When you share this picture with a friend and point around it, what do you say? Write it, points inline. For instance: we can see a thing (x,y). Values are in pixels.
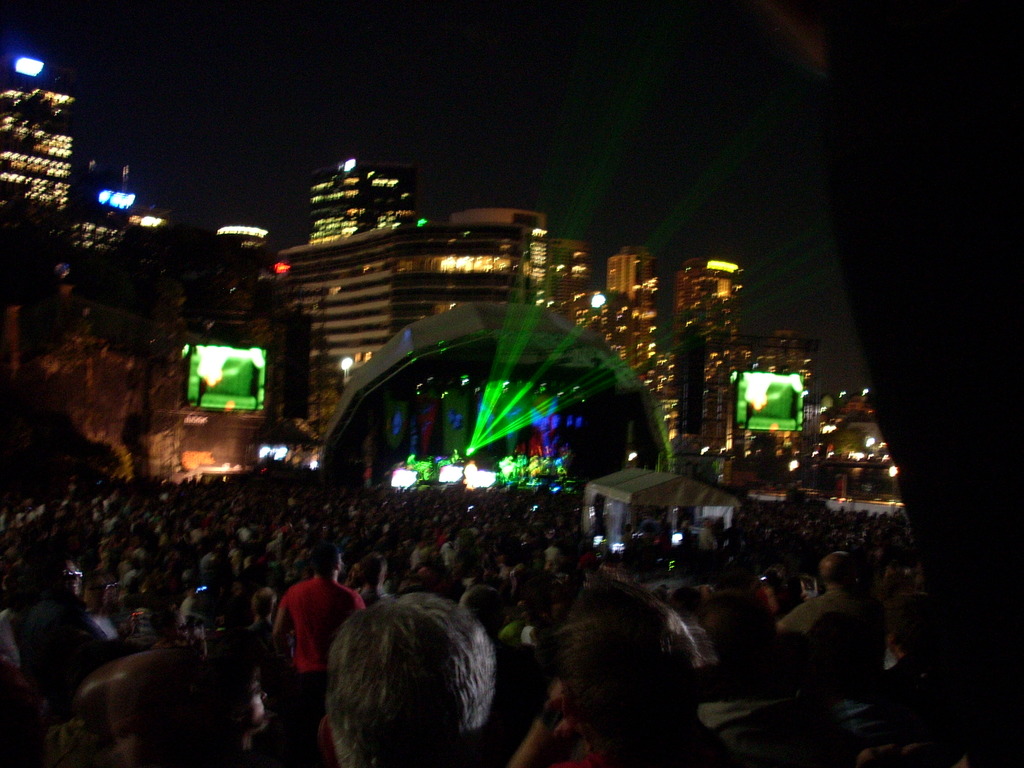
This image is taken outdoors. In this image the background (180,81) is dark. In the middle of the image (353,303) there are many buildings (715,400). There are two screens (252,378) and lights (874,443). There is a dais (561,445). At the bottom of the image (668,638) there are many people (319,629) standing on the ground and a few are holding mobile phones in their hands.
